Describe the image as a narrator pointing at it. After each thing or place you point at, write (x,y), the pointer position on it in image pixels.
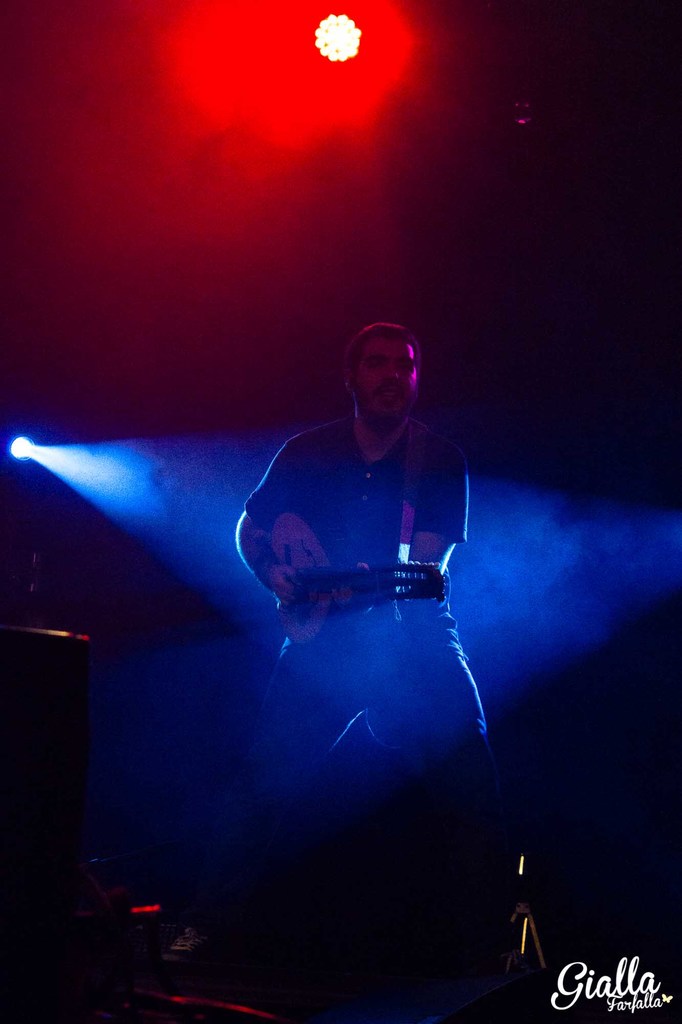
As we can see in the image there is a man (368,626) holding guitar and there are lights (309,63). The image is little dark.
